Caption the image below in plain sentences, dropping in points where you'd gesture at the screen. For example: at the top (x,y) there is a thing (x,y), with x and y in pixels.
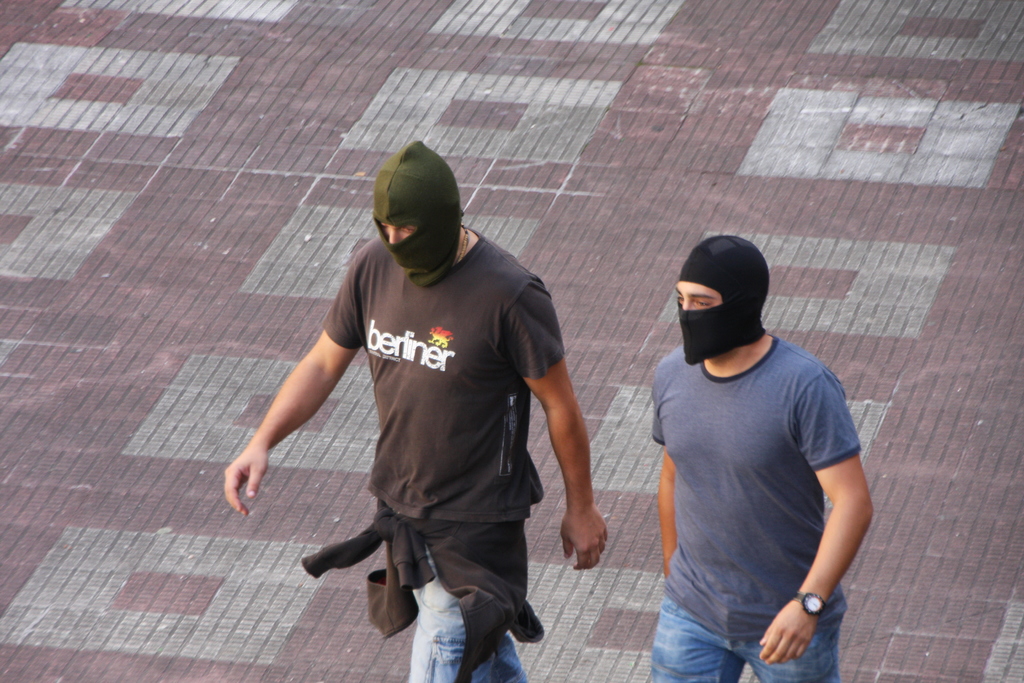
In the image on the floor (633,377) there are two men (519,400) with masks (710,281) are walking.
